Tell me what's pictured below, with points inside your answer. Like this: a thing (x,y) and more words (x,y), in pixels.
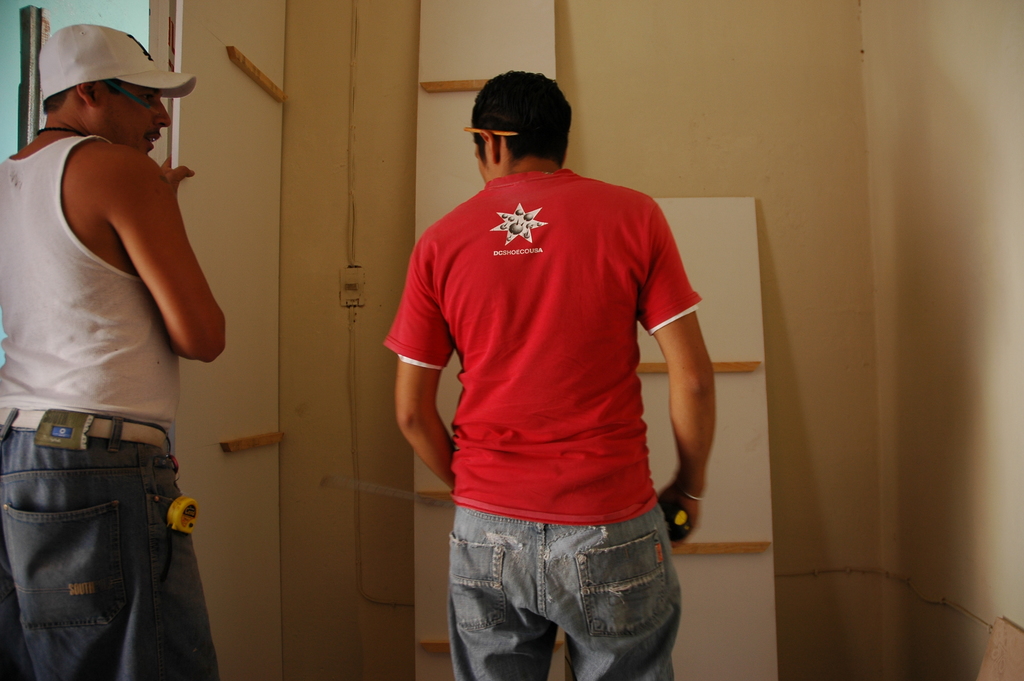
In this image I can see a two person (492,265) standing. In front (547,560) the person (568,382) is wearing red shirt (598,505) and jeans (571,613). In front I can see a white color board (450,44) and cream wall (851,67).
